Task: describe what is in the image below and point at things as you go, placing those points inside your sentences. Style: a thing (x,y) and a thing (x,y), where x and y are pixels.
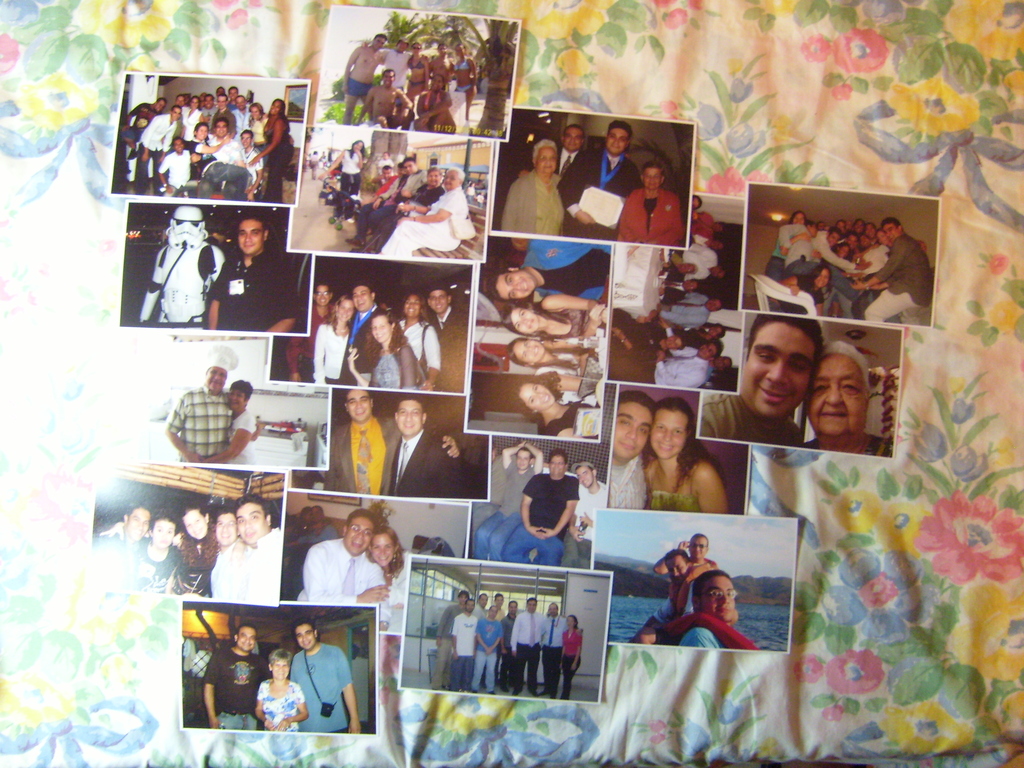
In this image, we can see so many photographs (440,463) are on the cloth (636,649). In these photographs (366,587), we can see few people (409,485). Few are sitting and standing. Few people (715,472) are smiling and holding some objects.
